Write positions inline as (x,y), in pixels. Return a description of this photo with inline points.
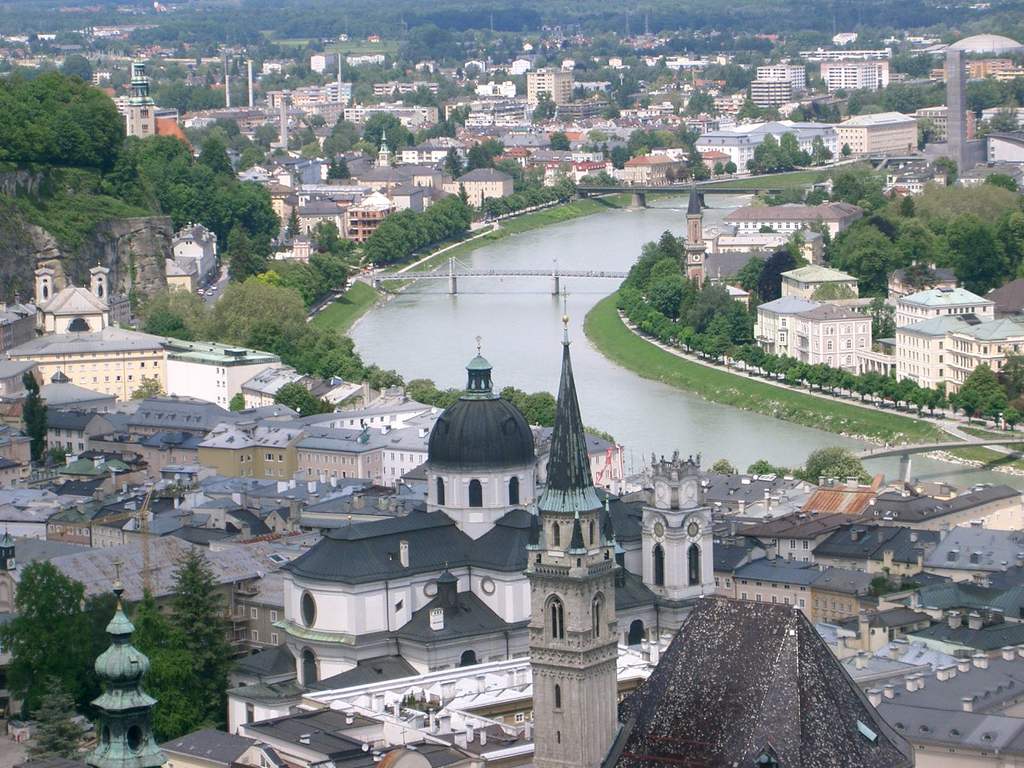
In this image, we can see some trees (160,157) and buildings (788,292). There are canal bridges (640,207) in the middle of the image (428,278). There is an another bridge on the right side of the image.
